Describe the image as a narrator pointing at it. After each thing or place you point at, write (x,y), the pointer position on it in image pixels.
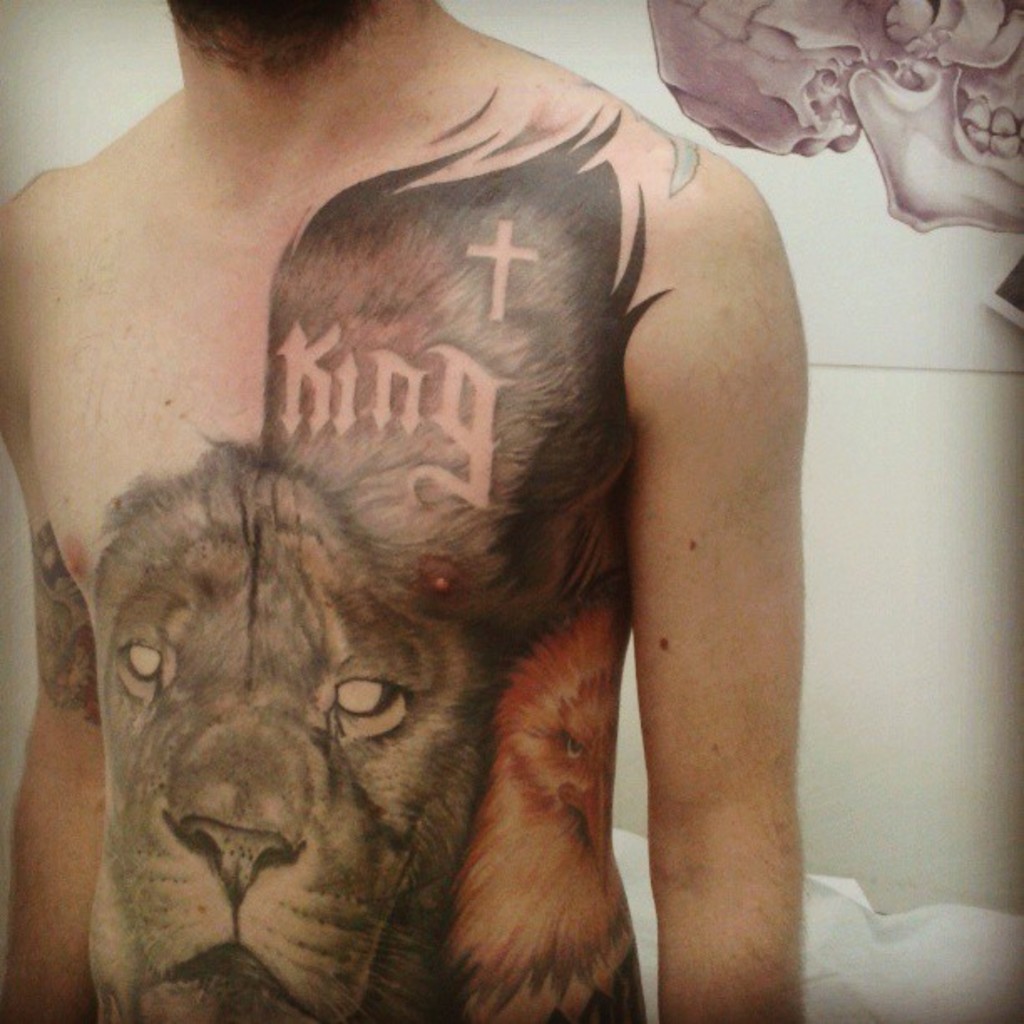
In this picture we can see a man (203,288) with the tattoos (305,586). Behind the man (391,406), it looks like a painting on the wall (907,334).
